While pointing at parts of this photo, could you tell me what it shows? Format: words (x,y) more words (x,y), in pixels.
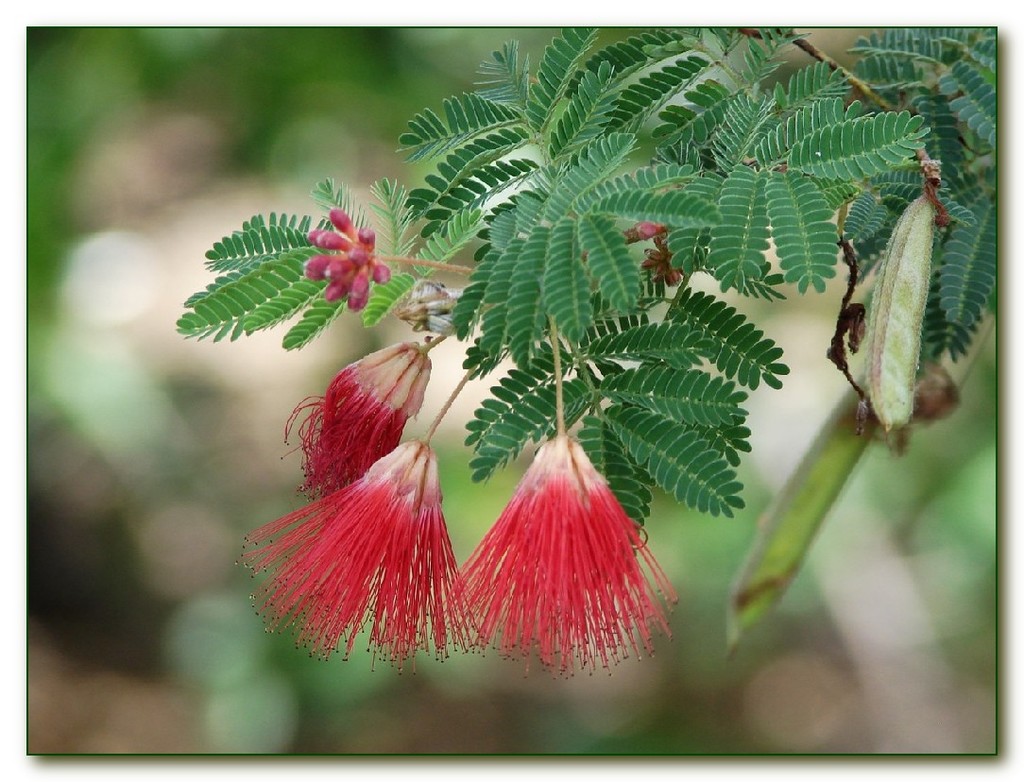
In this image I can see few red color flowers (540,483) and green color leaves (663,203). Background (646,242) is blurred.
